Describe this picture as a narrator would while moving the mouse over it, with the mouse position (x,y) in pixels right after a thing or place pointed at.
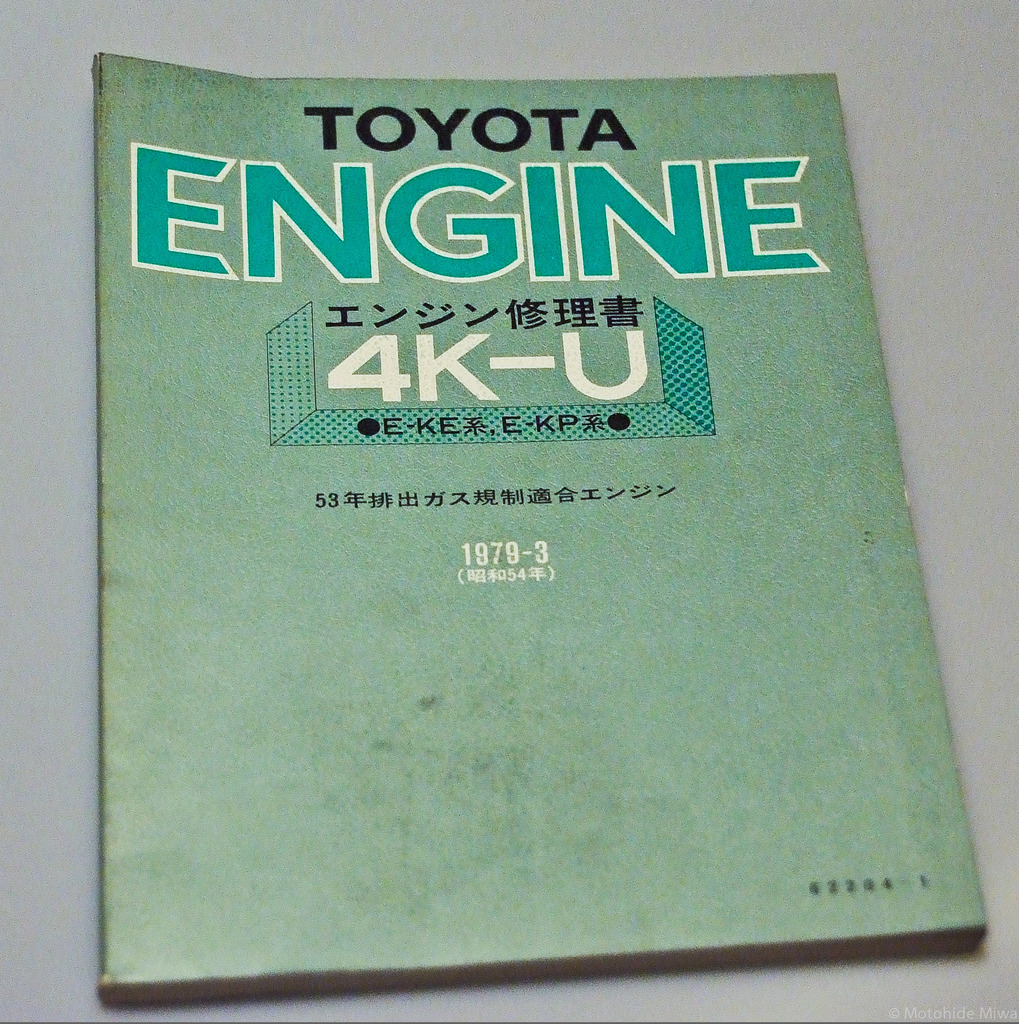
In the center of the picture (351,391) there is a book (296,162), on a white surface (44,311). On the book (426,215) there is text (468,271). The book (304,488) is in light green color.
